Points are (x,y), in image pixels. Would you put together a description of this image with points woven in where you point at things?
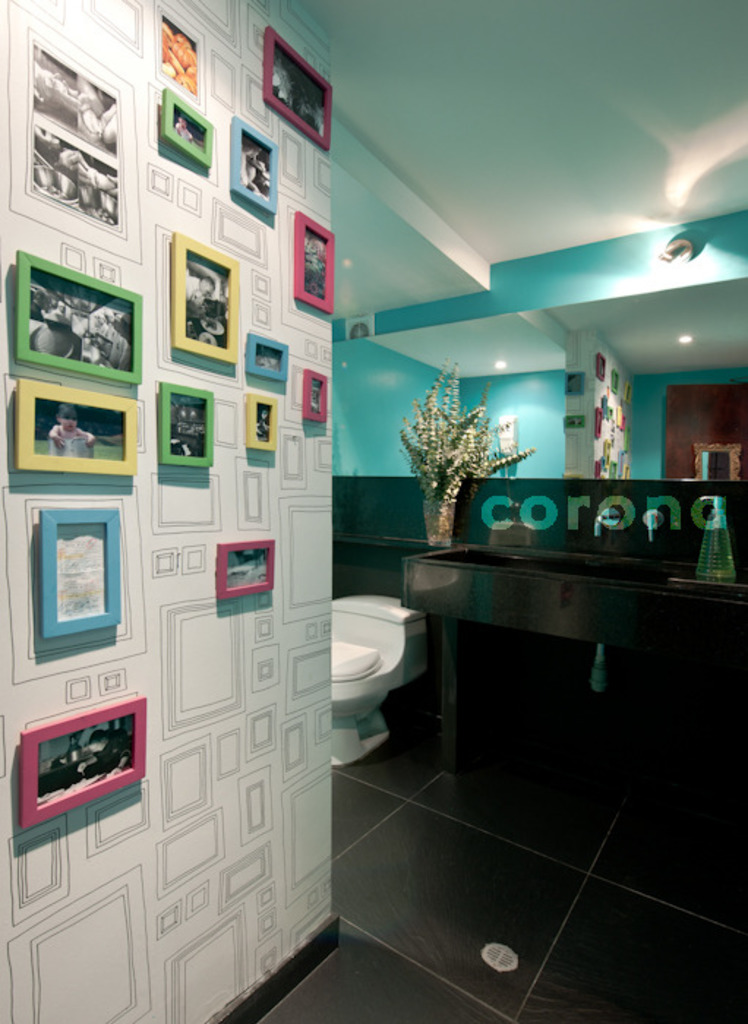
In this image I can see the white colored wall (226,756) to which I can see number of photo frames (187,239) are attached. In the background (354,664) I can see the toilet seat (382,650) which is white in color, the sink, a plant (464,430) and the mirror (647,433). I can see a light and the ceiling (590,131).
